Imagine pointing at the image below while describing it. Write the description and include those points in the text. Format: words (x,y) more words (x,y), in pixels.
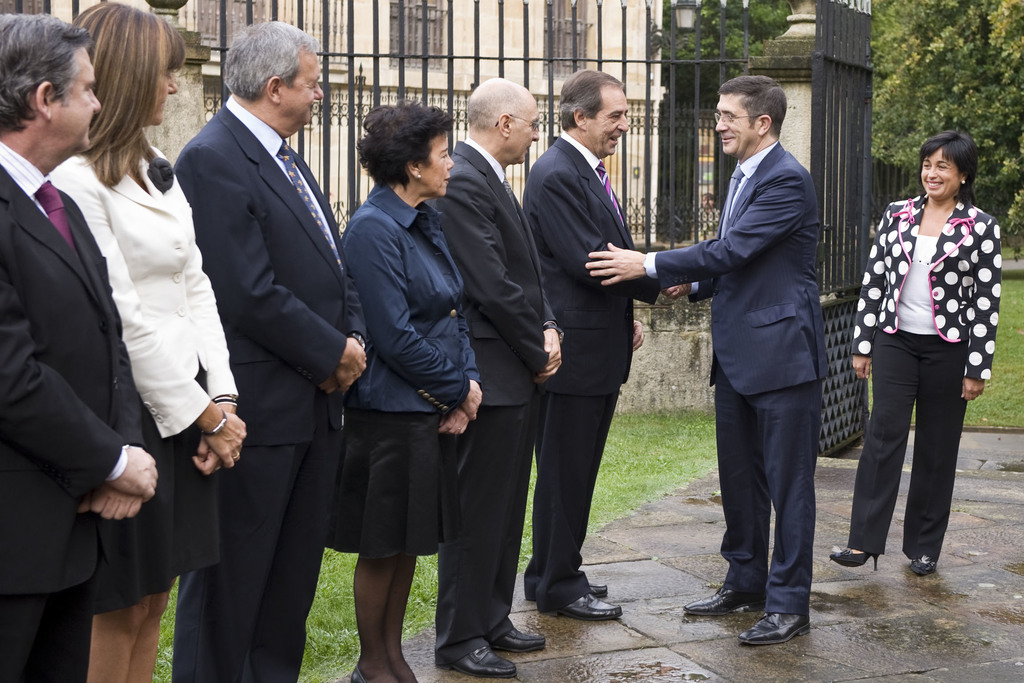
This image consists of many people (618,355) standing in a line. All are wearing suits (393,301). At the bottom (676,664), there is ground (624,546). In the background (463,41), there is a building (536,68) along with a fencing (583,63). To the right (870,96), there is a gate (835,86) along with the trees (967,34).
